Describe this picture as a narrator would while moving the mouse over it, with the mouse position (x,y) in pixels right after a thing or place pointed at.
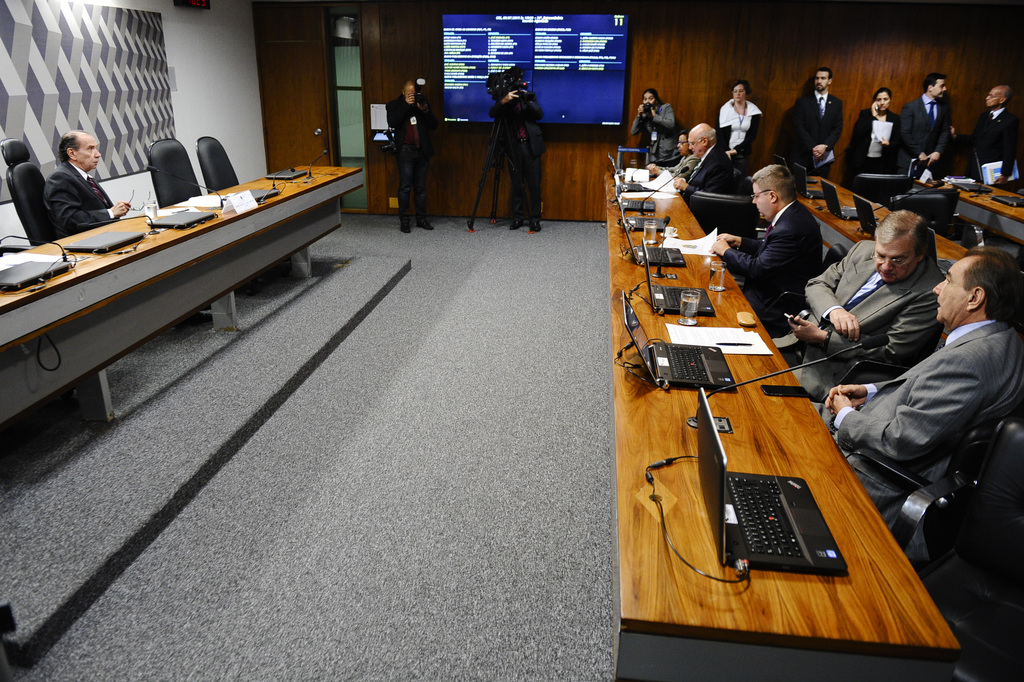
In this image there are people (863,313), tables (199,255), board (111,119), screen (546,113), door (317,19), camera (505,80), camera stand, wooden wall (752,61) and objects (78,246). On the table (1016,222) there are laptops (646,251), mics (67,250), glasses (724,282), papers (660,192) and objects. Among them few people (750,127) are standing, few people (909,336) are sitting on chairs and few people (655,144) are holding objects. Screen (482,85) and board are on the walls (615,140). Something is written on the screen (546,51).
